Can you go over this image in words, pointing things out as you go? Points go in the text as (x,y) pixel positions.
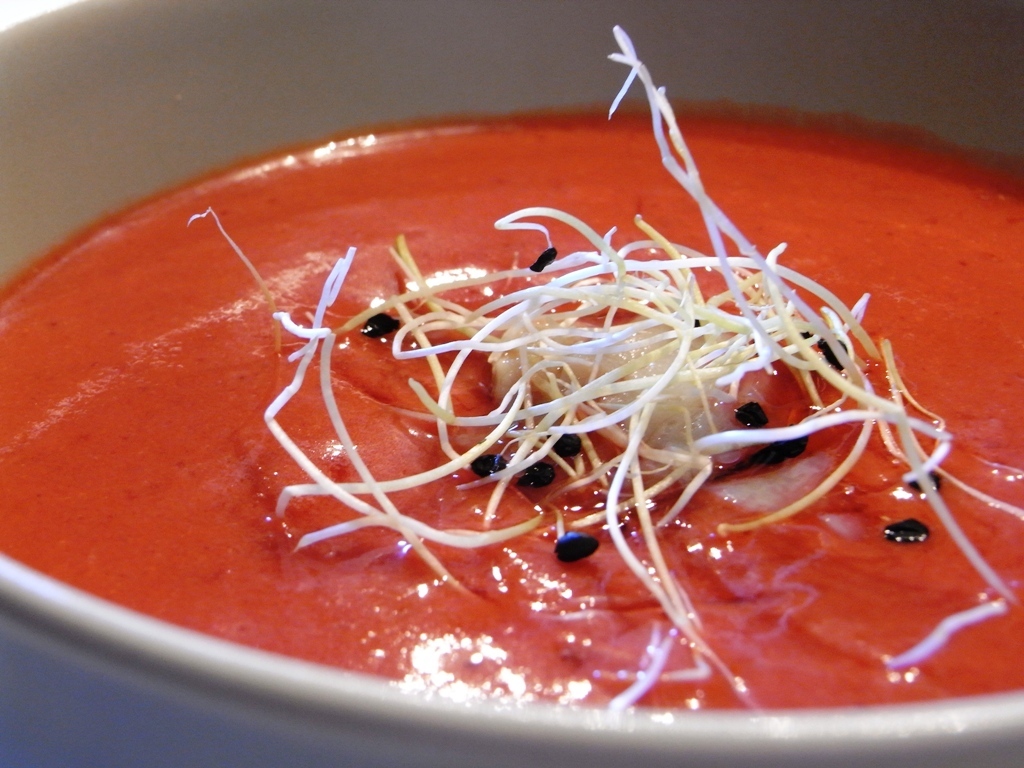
In this image we can see a bowl (65,693) with some food (495,553).
